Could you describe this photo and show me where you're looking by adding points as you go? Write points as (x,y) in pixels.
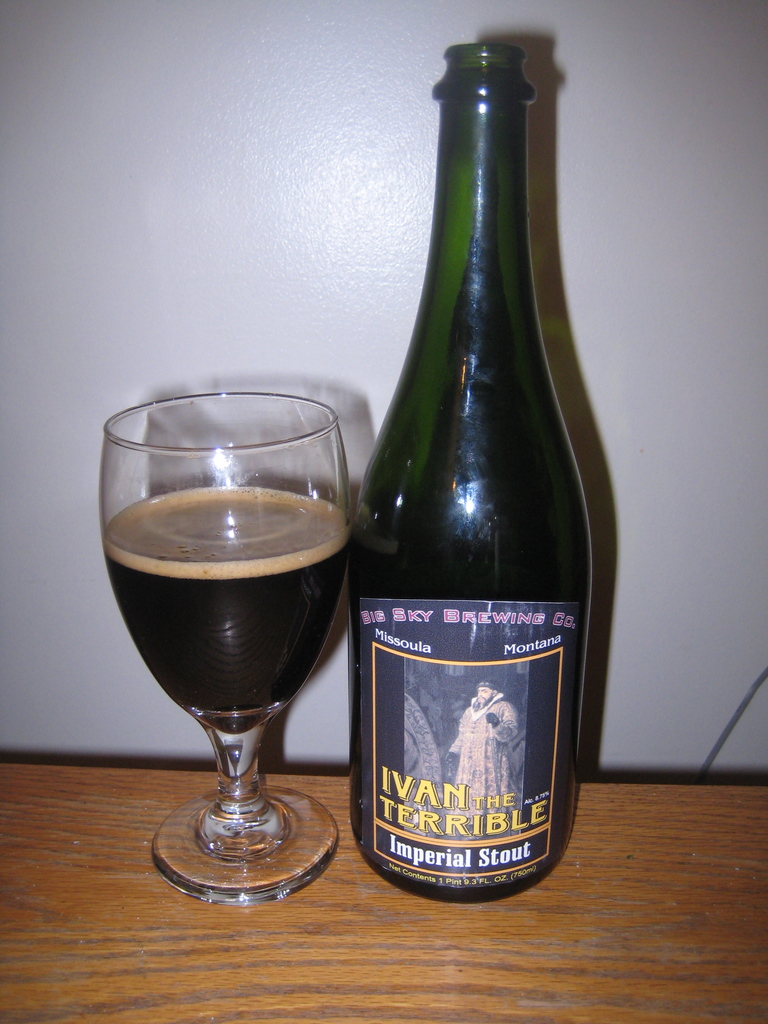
In this picture we can see a glass (112,552) and a bottle (470,119) on the table (654,874). And this is the wall (232,208).
